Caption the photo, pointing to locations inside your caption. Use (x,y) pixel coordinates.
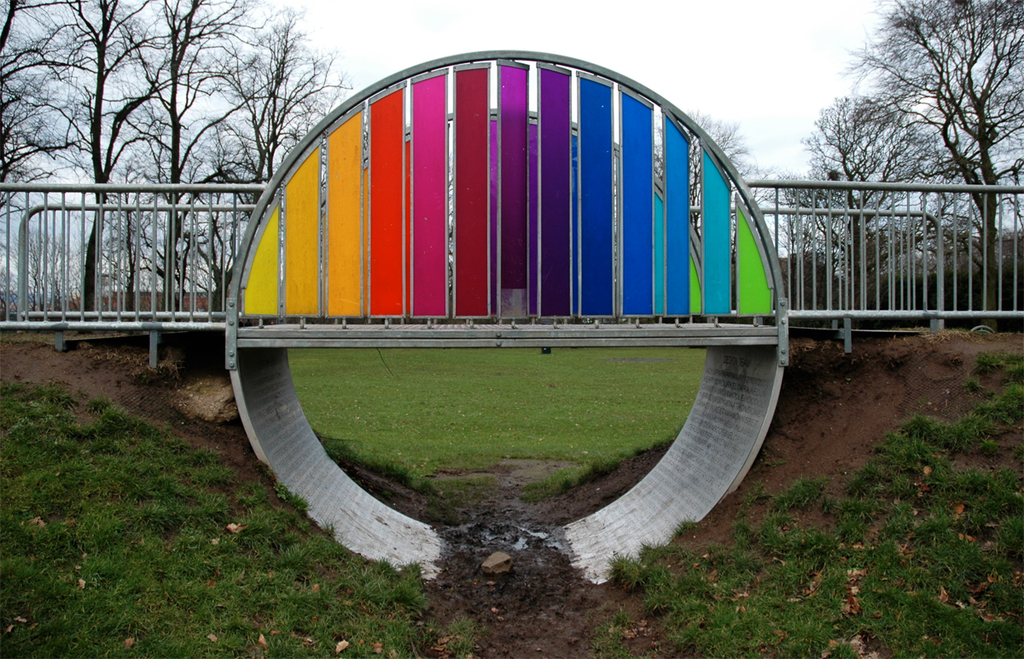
Here in this picture in the middle (455,306) we can see a bridge (444,314) present and we can see the ground (220,427) is fully covered with grass (813,560) and in the middle (385,267) we can see a circle (399,199) and in that half part (408,273) is covered with colorful glasses (586,154) and below the bridge (273,364) the half part (254,390) is used for walking and we can also see plants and trees (78,250) present and we can see the sky (779,64) is cloudy.
